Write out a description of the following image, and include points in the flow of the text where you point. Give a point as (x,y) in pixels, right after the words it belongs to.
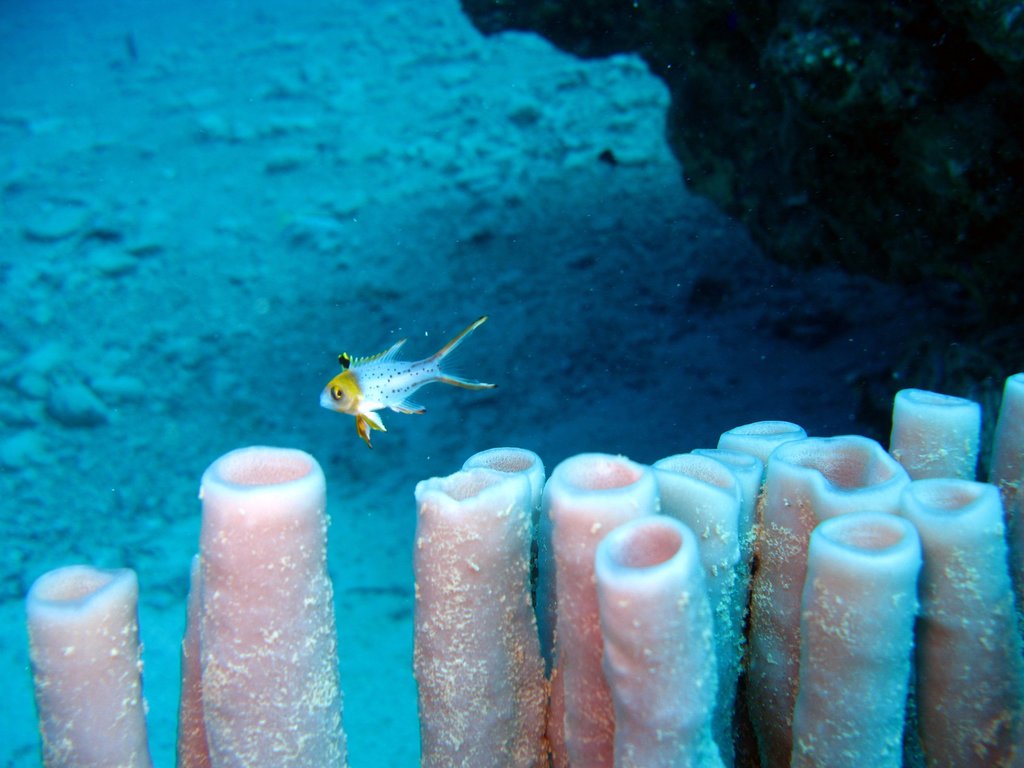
In this image we can see a fish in the water (365,319), at the bottom of the image (553,549) it looks like some plants (430,579).
